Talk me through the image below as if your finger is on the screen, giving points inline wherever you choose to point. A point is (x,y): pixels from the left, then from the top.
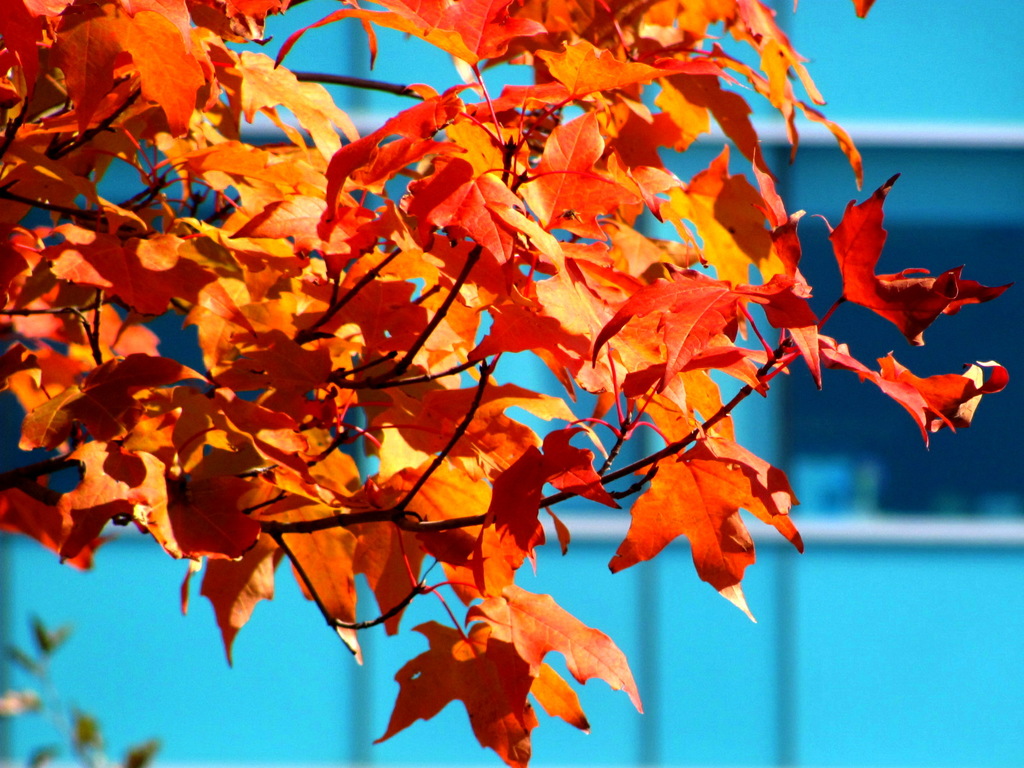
In this image there is tree (409,245) with orange and red color leaves (519,234), and there is blue background (876,75).
